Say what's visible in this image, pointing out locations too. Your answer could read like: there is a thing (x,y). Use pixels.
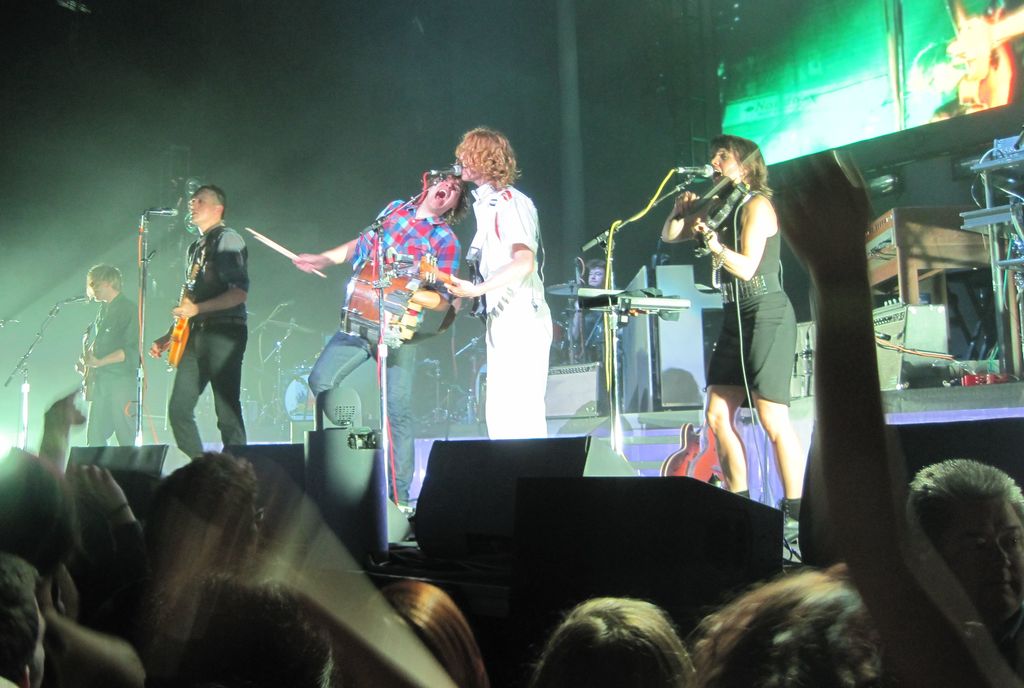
In this image i can see number of people (251,587) down the stage (498,561), on the stage (507,585) i can see few people (480,245) standing and holding musical instruments (401,312) in their hands (707,227). I can see microphones (158,214) in front of them. In the background (912,229) i can see few musical instruments (277,372) and the screen (893,86).
